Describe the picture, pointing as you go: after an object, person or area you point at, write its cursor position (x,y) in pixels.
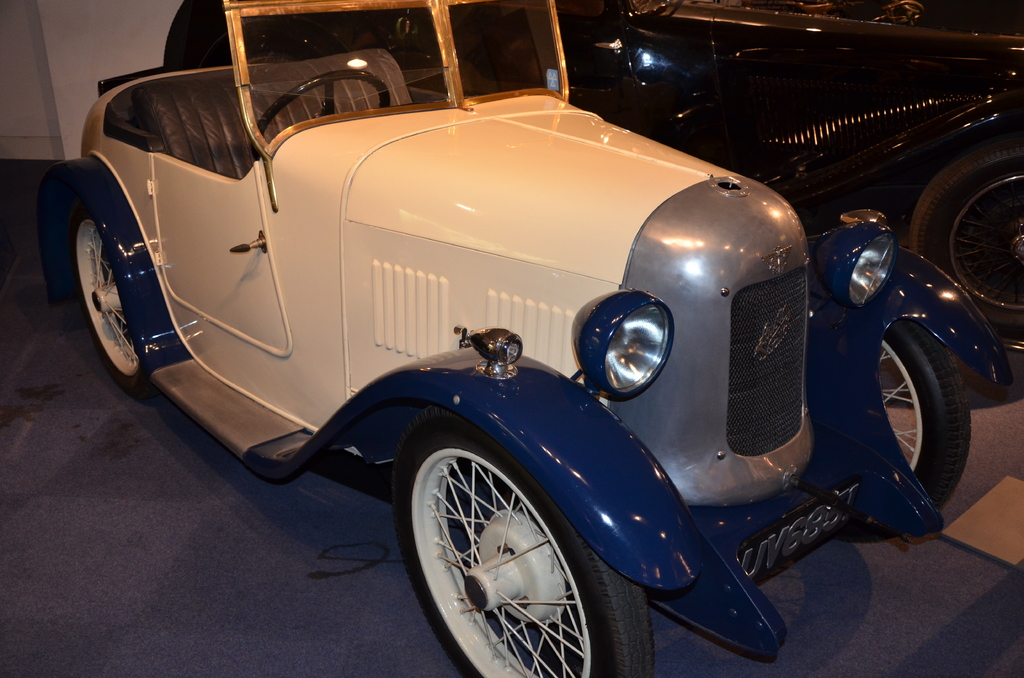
In the image in the center (562,259), we can see one vehicle (543,268), which is in white color. In the background (57,114) there is a wall (57,114).
